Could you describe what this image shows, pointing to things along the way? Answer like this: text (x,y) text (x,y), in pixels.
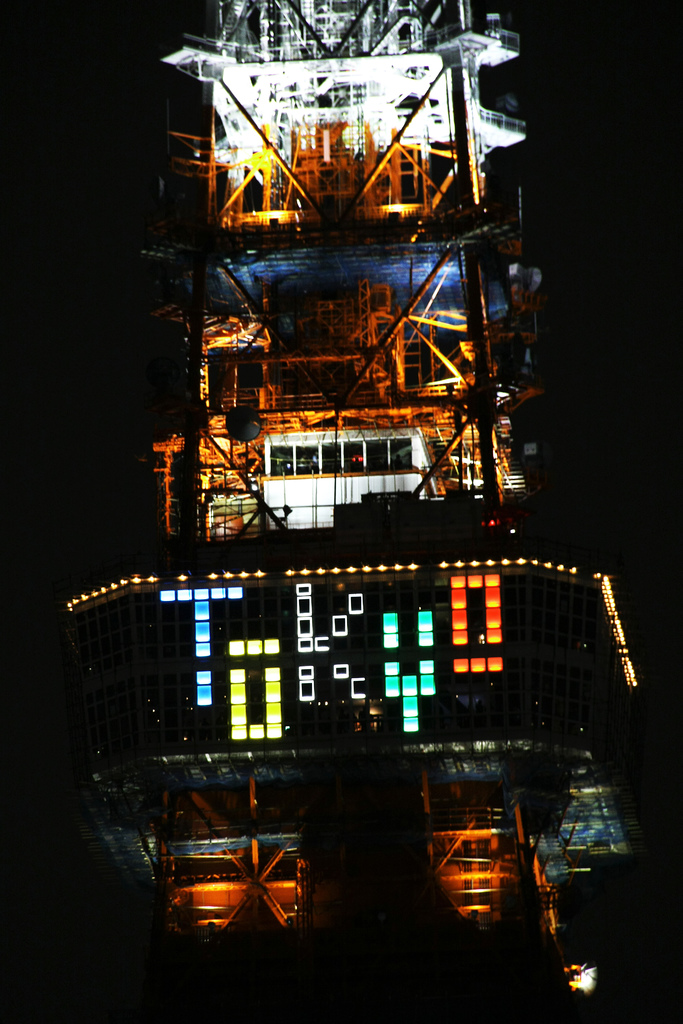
In this picture we can see a building (361,572) with lights (375,572) and in the background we can see it is dark.
